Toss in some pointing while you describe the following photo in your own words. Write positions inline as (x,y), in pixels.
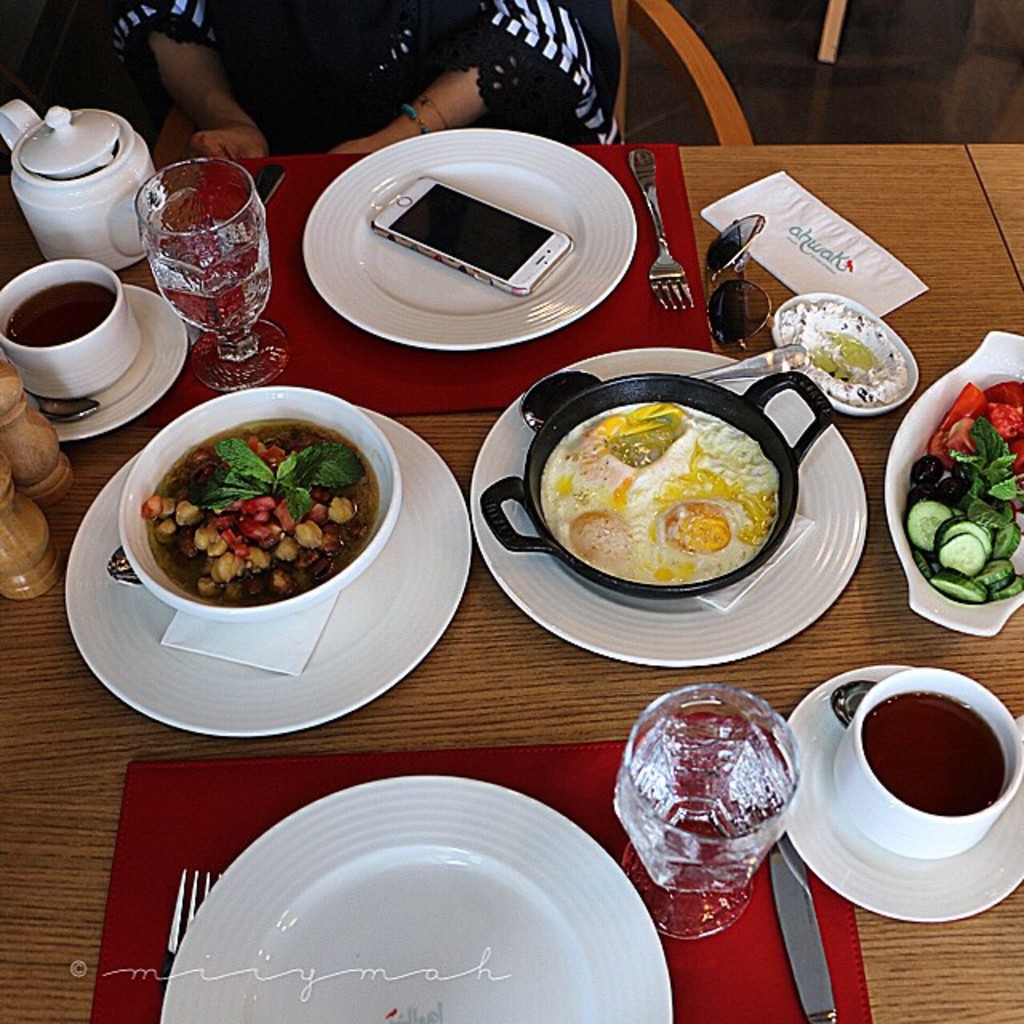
In this image there is a person (254,41) sitting in-front of the table (89,468), where I can see there are some plates (105,510) with food (654,482) and also a mobile phone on the plate (478,350), cups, fork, glasses (730,308) and glasses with water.
